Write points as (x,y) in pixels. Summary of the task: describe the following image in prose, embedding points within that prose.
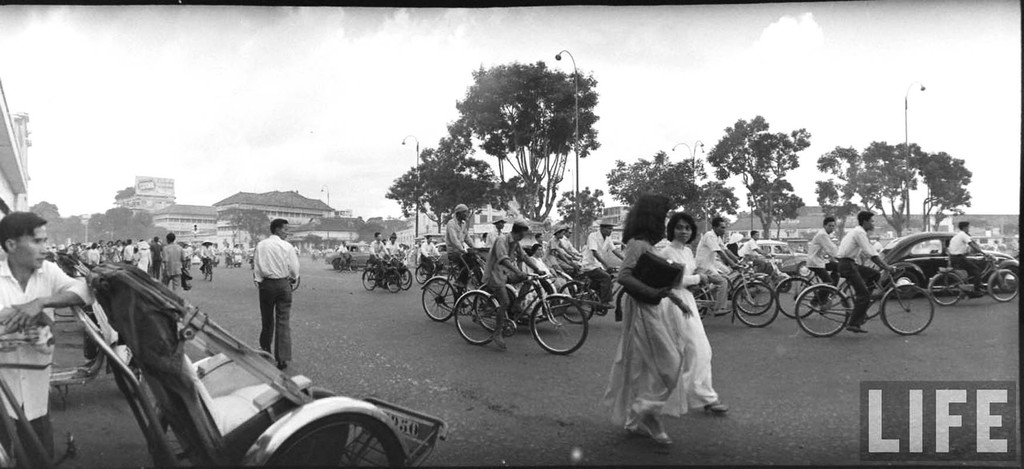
It is a black and white picture it looks like an old picture, there are some people (499,259) riding bicycles (536,287) on the road (723,319) and walking on the road (447,358), to the roadside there are some other vehicles (99,331) many people (140,252) are also walking, in the background (261,216) there are some buildings (326,219) trees (518,187) and sky (808,193).
